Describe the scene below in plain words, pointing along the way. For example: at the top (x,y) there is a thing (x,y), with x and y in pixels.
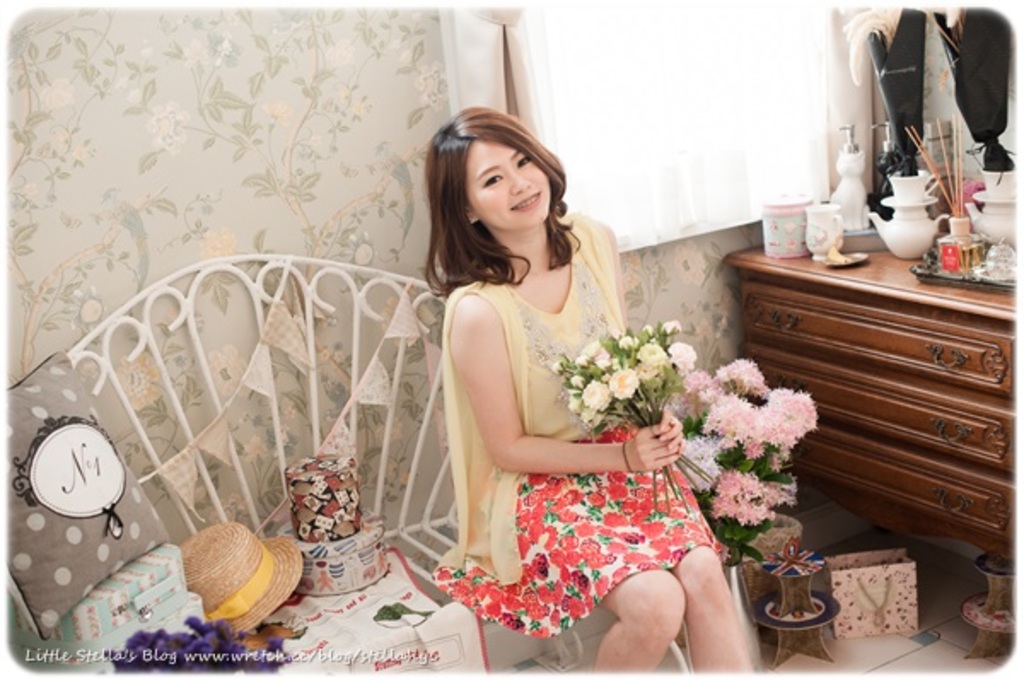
In the image there is a bench (378,480) and a woman (496,513) is sitting on the bench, she is holding a bunch of flowers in her hand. In the left side (267,553) there is a hat (214,584), a box (314,501) and some other objects (346,523), in the right side (741,505) there is a flower vase (743,519) kept on the floor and around the flower vase (755,534) there are two other items (814,573) and beside that there is a wooden table (866,280), on that some objects (917,195) are placed. Behind the table (784,260) there is a window (733,106) and a curtain (582,81) in front of the window (745,88).
